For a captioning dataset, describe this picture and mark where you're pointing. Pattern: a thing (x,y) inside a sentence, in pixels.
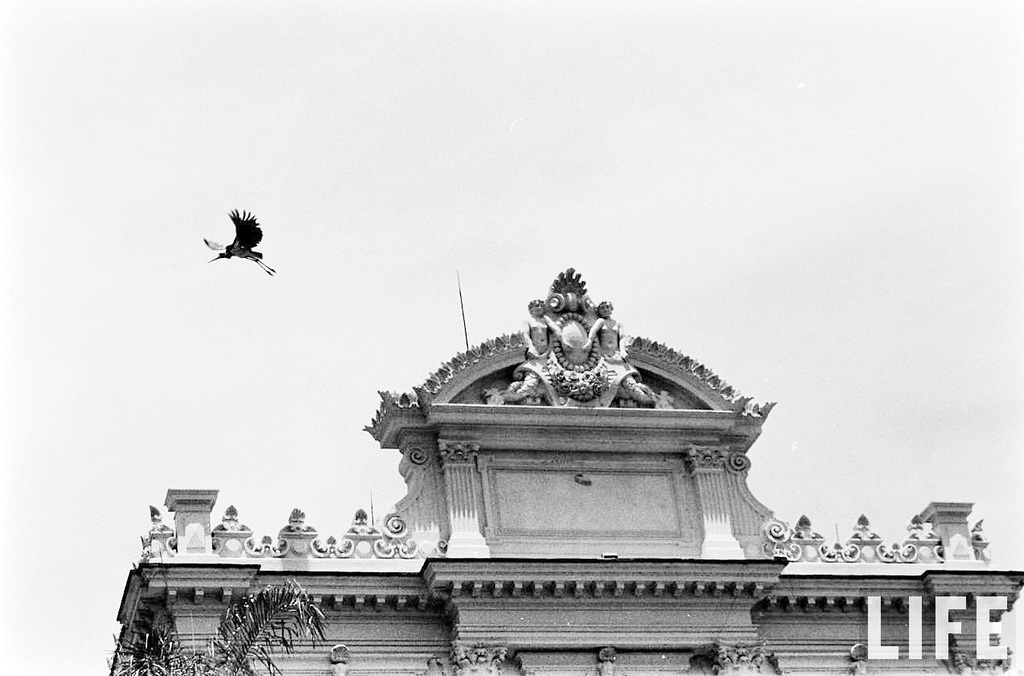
In the center of the image (466,447) we can see a building (546,437) and sculpture (581,351) are present. On the left side of the image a bird (268,268) is flying in the sky (485,207). At the bottom left corner (159,653) a tree (216,653) is there. At the bottom right corner (953,607) some text (919,625) is present.
